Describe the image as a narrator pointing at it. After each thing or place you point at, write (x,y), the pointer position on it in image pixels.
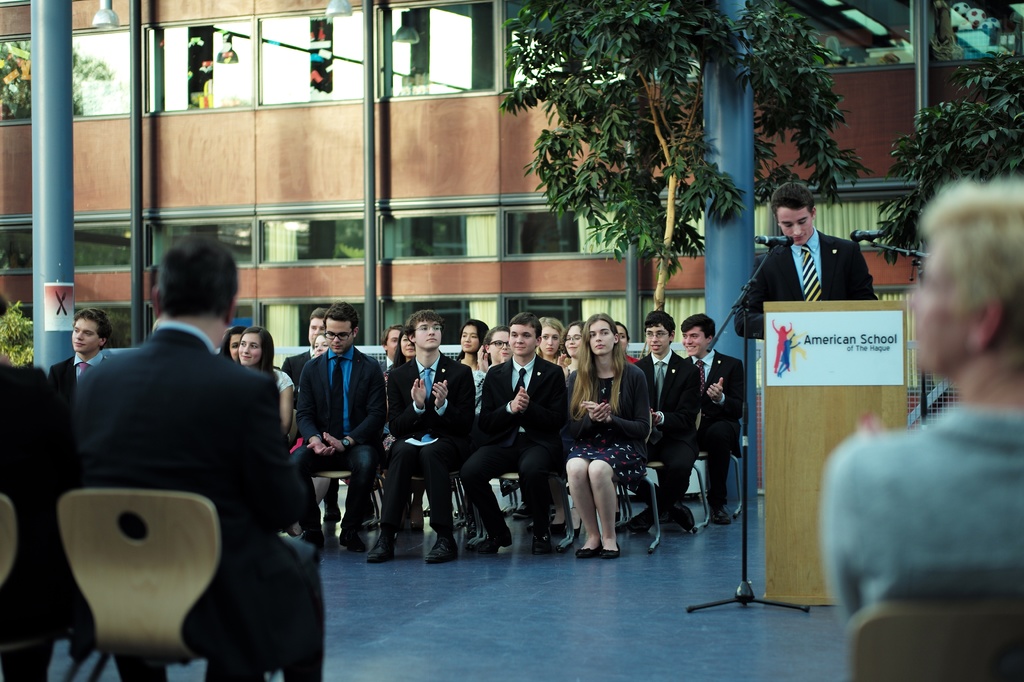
In this picture I can see building (20,226) and few people (485,358) seated on the chairs (1003,600) and I can see a man (852,284) standing at a podium (814,332) and speaking with the help of microphones (781,237) and I can see a board (842,343) on the podium (839,406) with some text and I can see trees (612,198) and few pole lights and poles (40,179).
